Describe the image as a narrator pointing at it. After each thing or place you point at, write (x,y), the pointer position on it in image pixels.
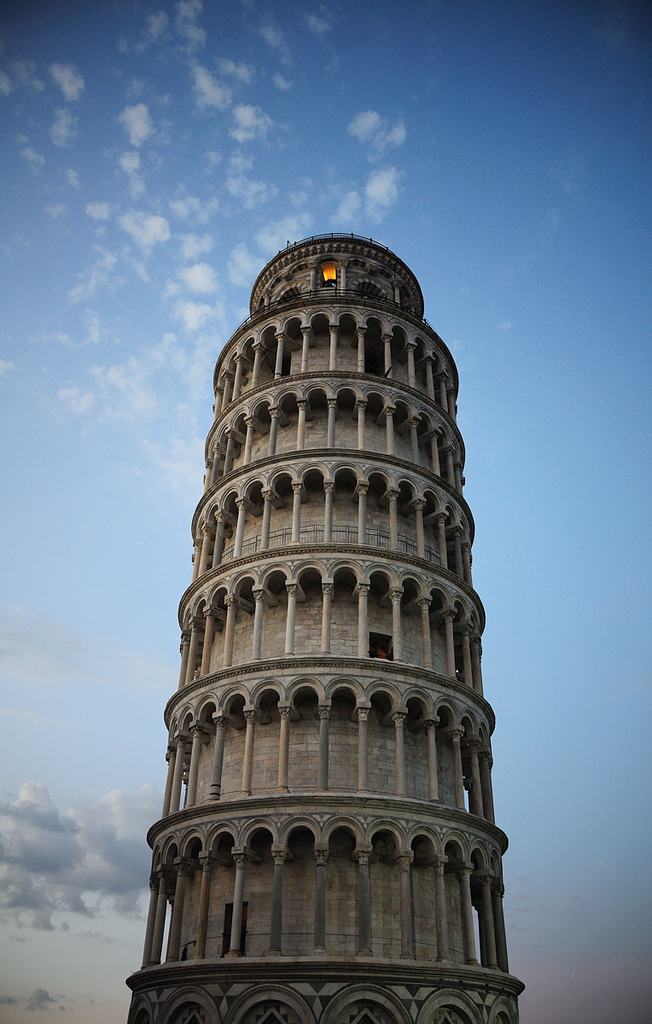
In this image we can see a building (316,526). In the background (68,958), we can see the sky (226,276) with some clouds (248,189).
